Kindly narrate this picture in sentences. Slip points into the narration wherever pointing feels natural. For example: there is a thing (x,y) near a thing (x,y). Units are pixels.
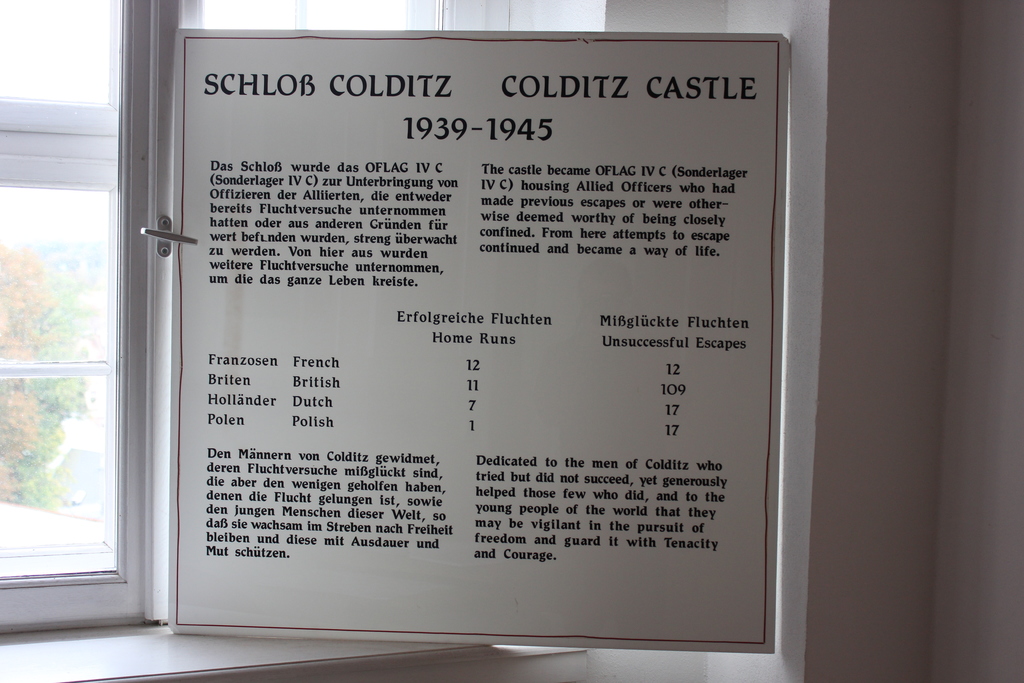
Here in this picture we can see a white colored board (747,538) with some text (295,220) present on it over there and behind it we can see a window (37,45) present, through which we can see trees (45,356) present outside over there.
